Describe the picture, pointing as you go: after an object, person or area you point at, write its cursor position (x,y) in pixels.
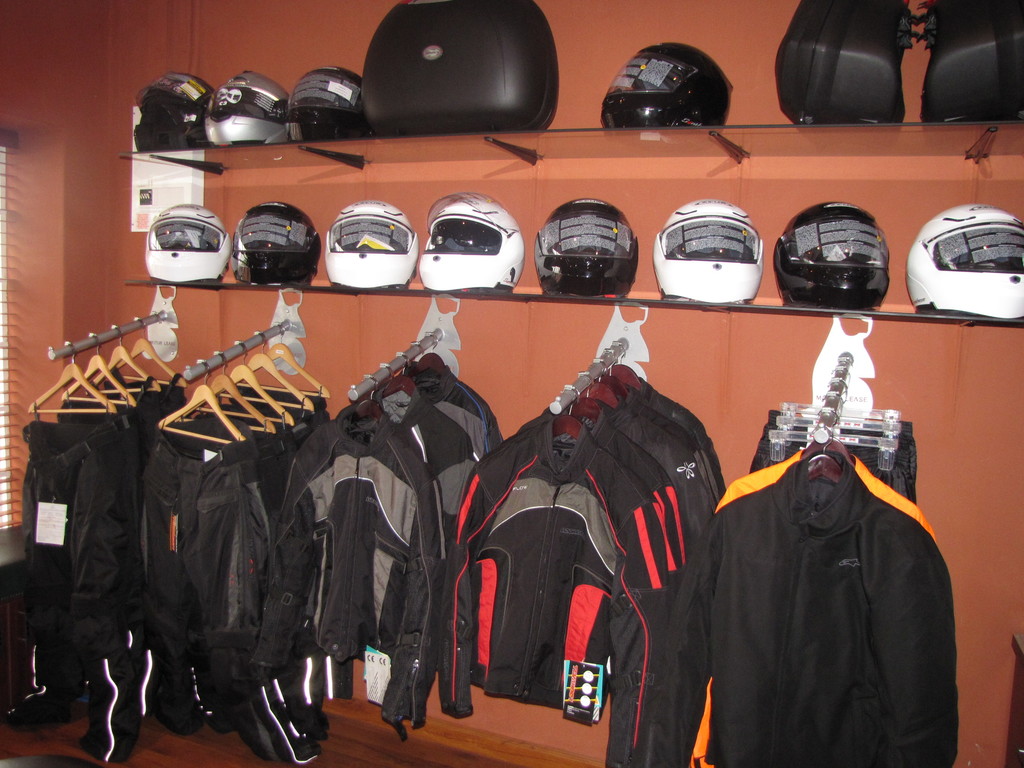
In this picture we can see some clothes (396,494) and hangers (269,412) in the front (229,407), in the background (118,79) there is a wall (78,65), there are two shelves (667,145) in the middle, we can see helmets (652,87) on these shelves (139,153).
